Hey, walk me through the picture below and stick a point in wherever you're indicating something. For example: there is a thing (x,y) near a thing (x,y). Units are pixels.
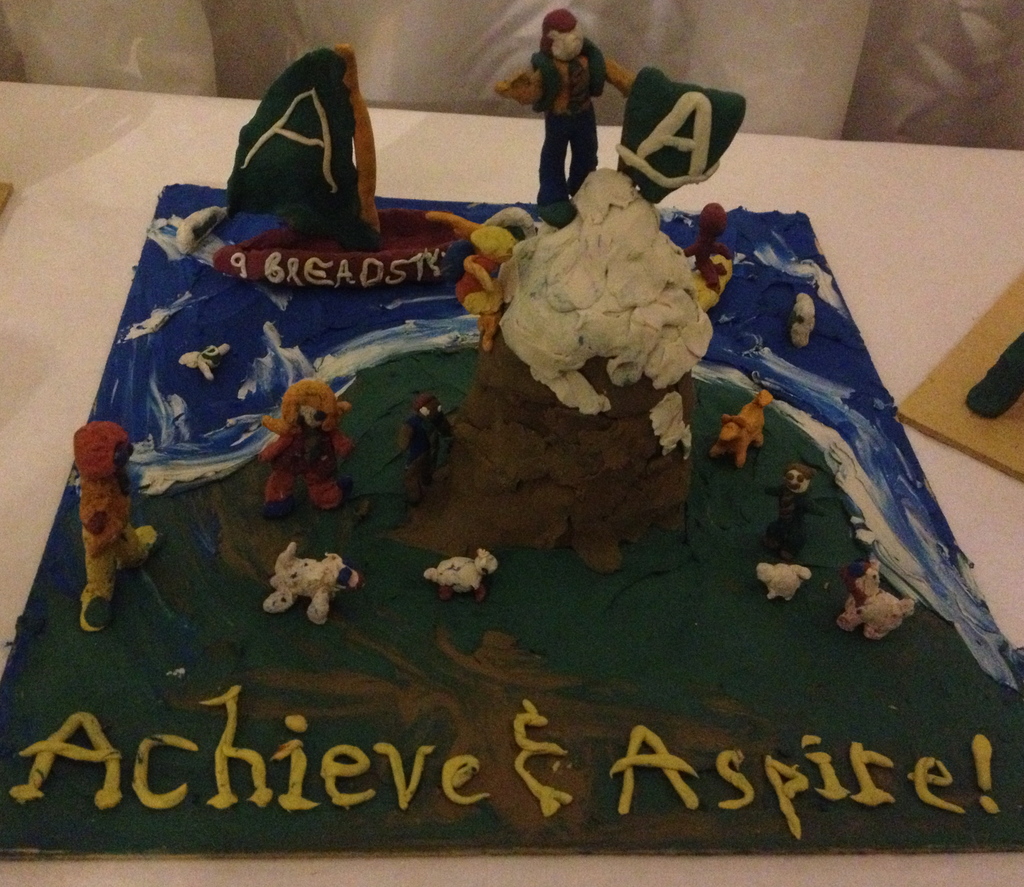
In this picture we observe a Clay art (412,515) made on which Achieve and Aspire is written.
